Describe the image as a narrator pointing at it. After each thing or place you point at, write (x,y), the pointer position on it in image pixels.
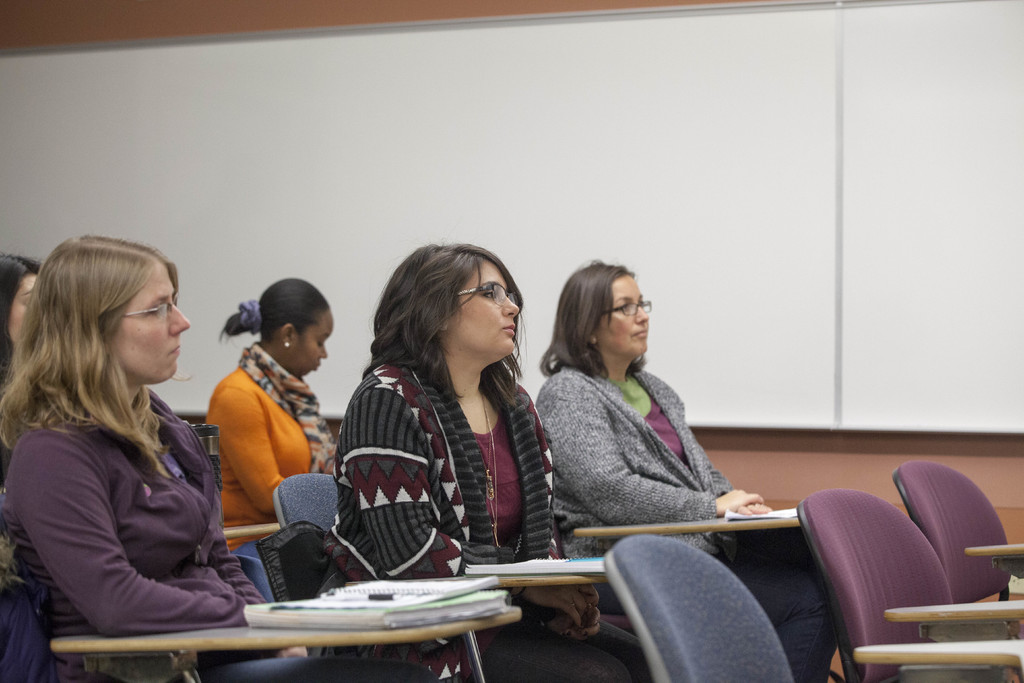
This image seems like a class room (962,292) in which there are five woman (93,474) who are sitting in the chair (329,525). There is table (315,641) in front of them on which there are books (376,608) and pens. At the background (132,72) there is a white board (676,189) which is kept on the wall (116,24).
